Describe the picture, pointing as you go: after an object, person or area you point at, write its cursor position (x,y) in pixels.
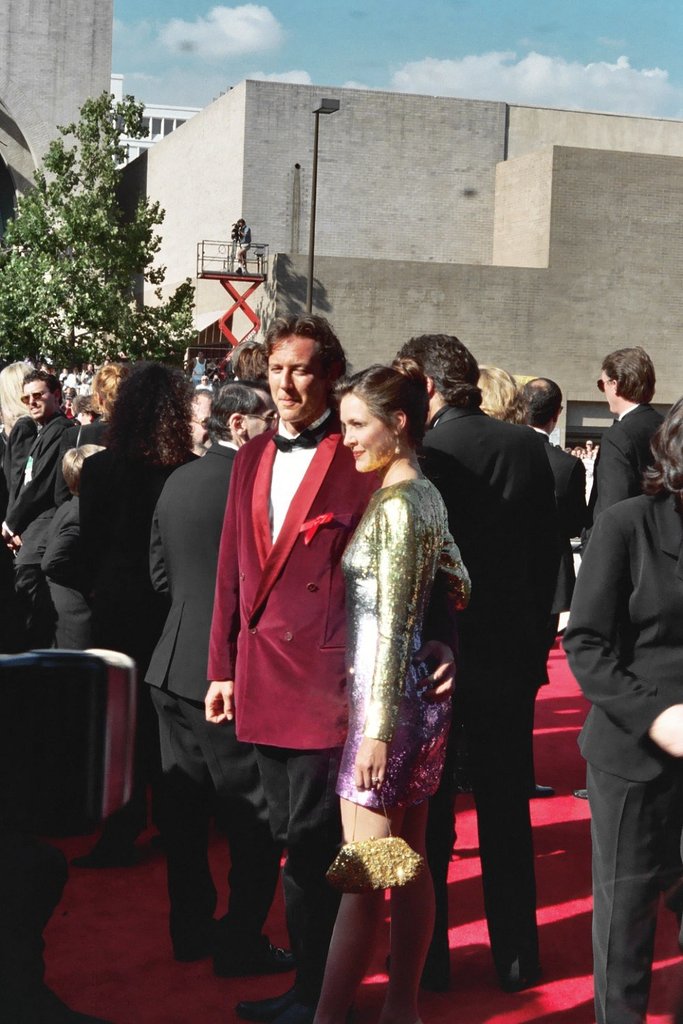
In this picture, there are group of people (375,393). In the center (350,656), there is a man (311,402) and a woman (349,596). Man (301,662) is wearing a red blazer (294,525) and woman (363,527) is holding a bag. Behind them, there are men (606,496) wearing black blazers (427,472). At the bottom (222,882), there is a red carpet (544,964). On the top (252,157), there is a building (268,218), tree (48,261) and a sky (438,66) with clouds (455,88).
